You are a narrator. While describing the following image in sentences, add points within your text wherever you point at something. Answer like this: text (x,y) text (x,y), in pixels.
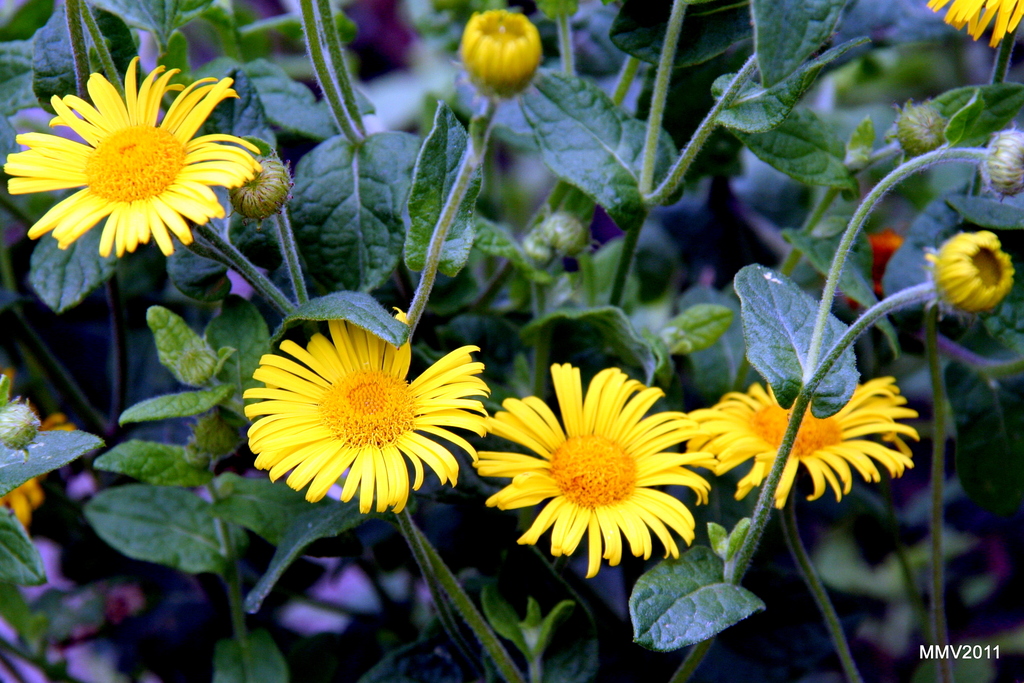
In this picture we can observe yellow color flowers (579,439) to the plants (763,511). We can observe plants (365,221). In the background (496,67) there are some flower buds (275,196).
